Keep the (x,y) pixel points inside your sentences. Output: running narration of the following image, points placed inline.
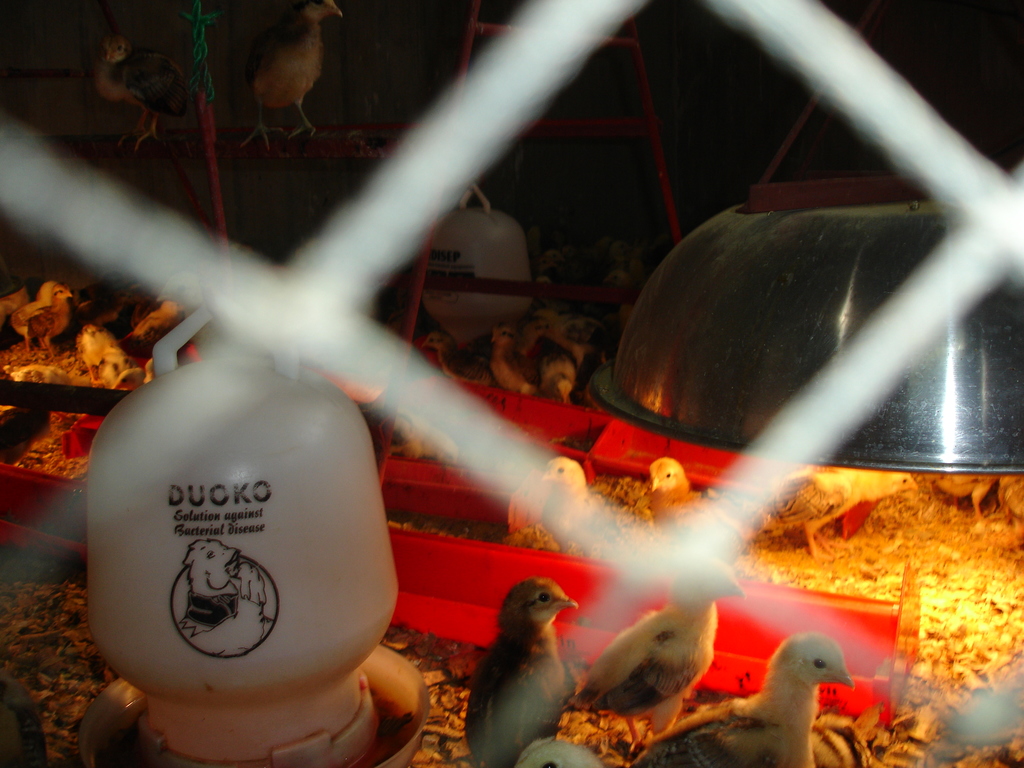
In the image in the center, we can see one jar (259,408), bowl (683,416), light (699,420), poles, birds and few other objects (456,552).
